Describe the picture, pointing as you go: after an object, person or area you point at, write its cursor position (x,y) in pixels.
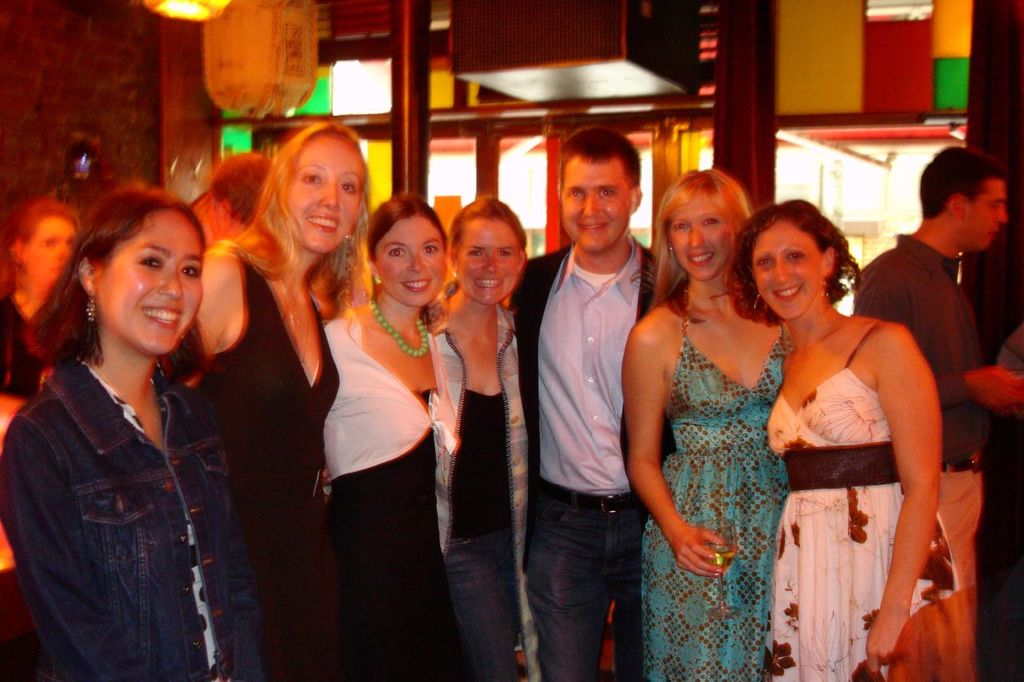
In the foreground of this image (540,482), there are women (394,432) and a man (607,383) standing and posing to the camera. In the background (893,280), there are few persons (948,271) standing, wall (143,59), lanterns (246,48) on the top (264,58) and the glass wall (338,82).
